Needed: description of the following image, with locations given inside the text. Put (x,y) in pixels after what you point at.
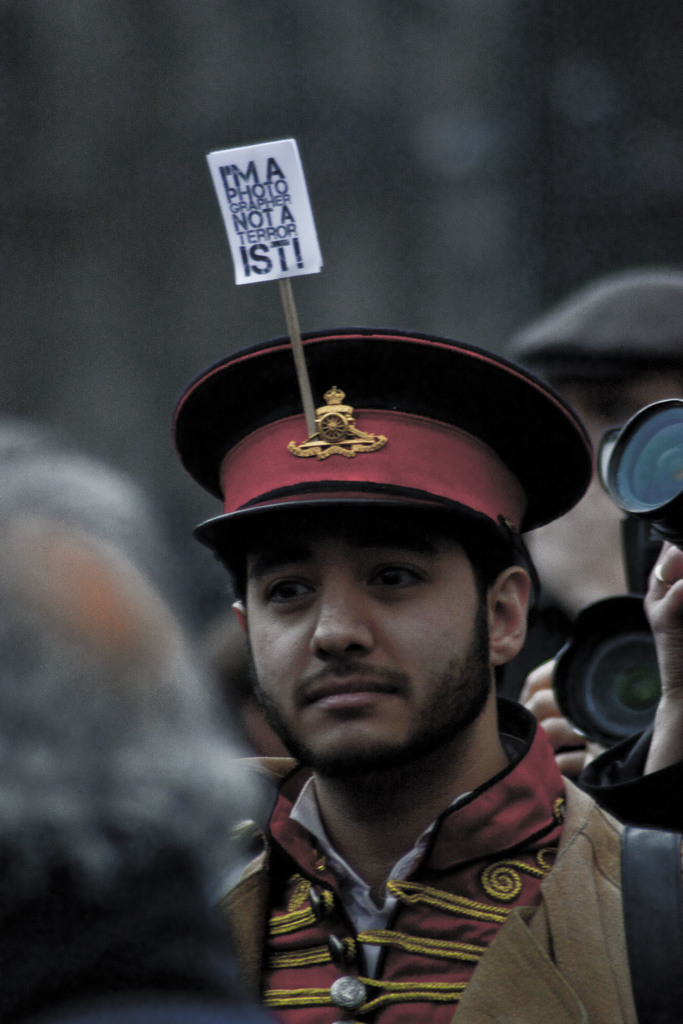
This image consists of a man (363,957) wearing a cap (381,480). On which there is a placard (266,261). There are many people (73,889) in this image.
